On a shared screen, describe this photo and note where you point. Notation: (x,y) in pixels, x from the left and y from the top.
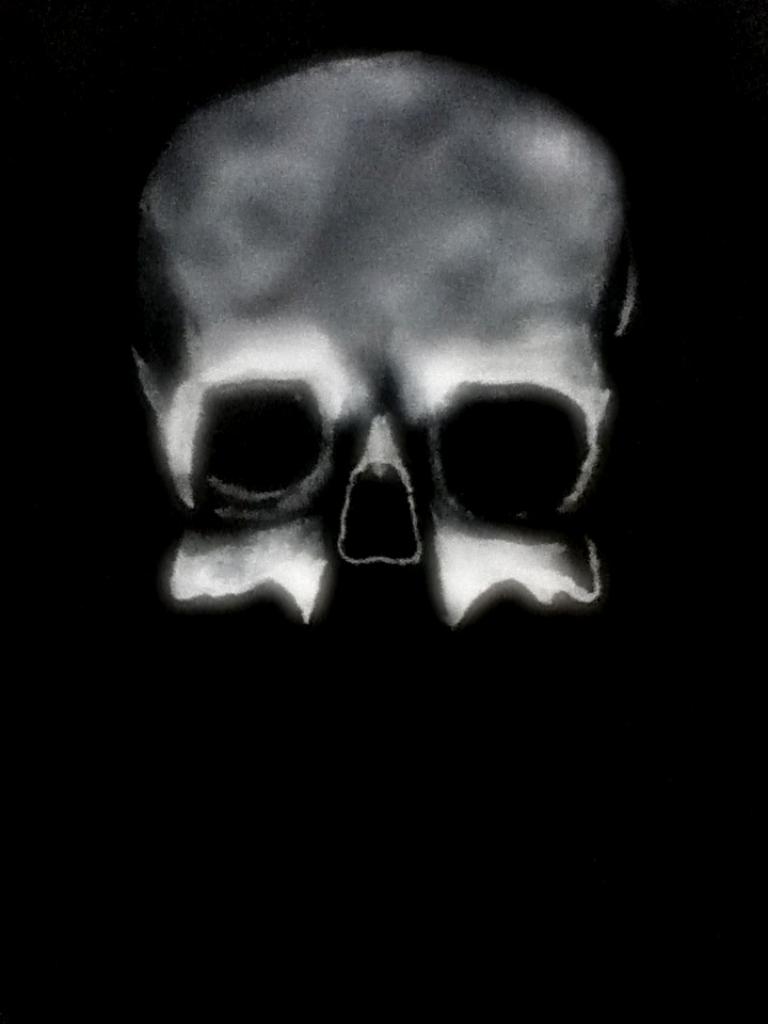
In this image there is a skull (463,396).
